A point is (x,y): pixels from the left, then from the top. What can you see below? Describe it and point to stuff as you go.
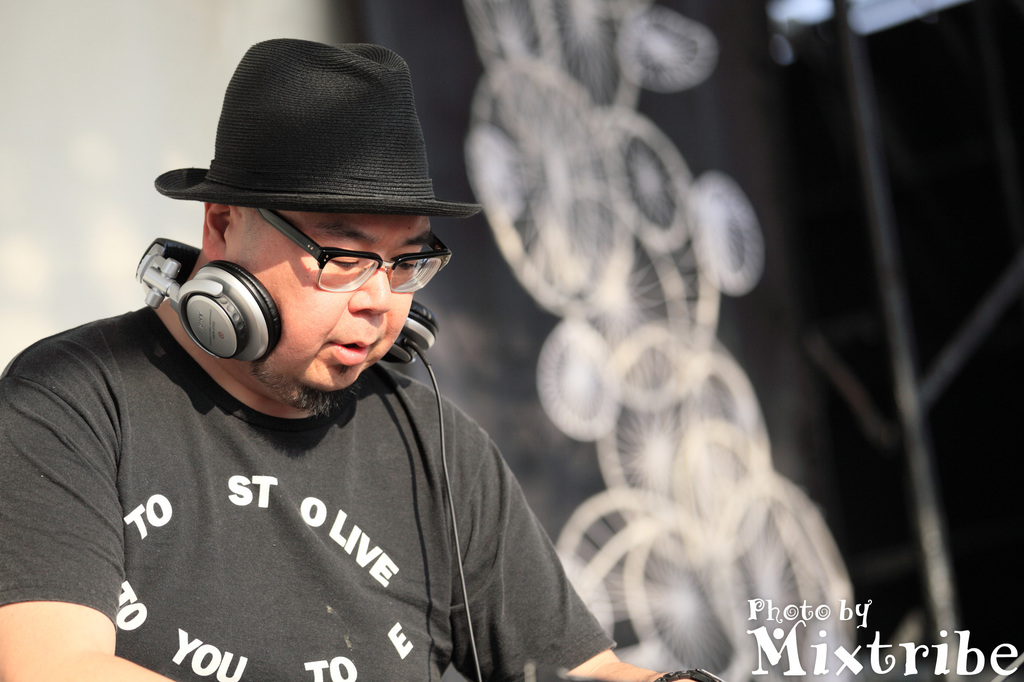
In this picture there is a man (376,304) who is wearing hat (307,185), spectacle (345,258), headphones (182,293) and t-shirt (282,547). In the back (702,135) I can see the banner (697,243) which is placed near to the wall (73,59). In the bottom right corner (767,621) there is a watermark (770,657).
